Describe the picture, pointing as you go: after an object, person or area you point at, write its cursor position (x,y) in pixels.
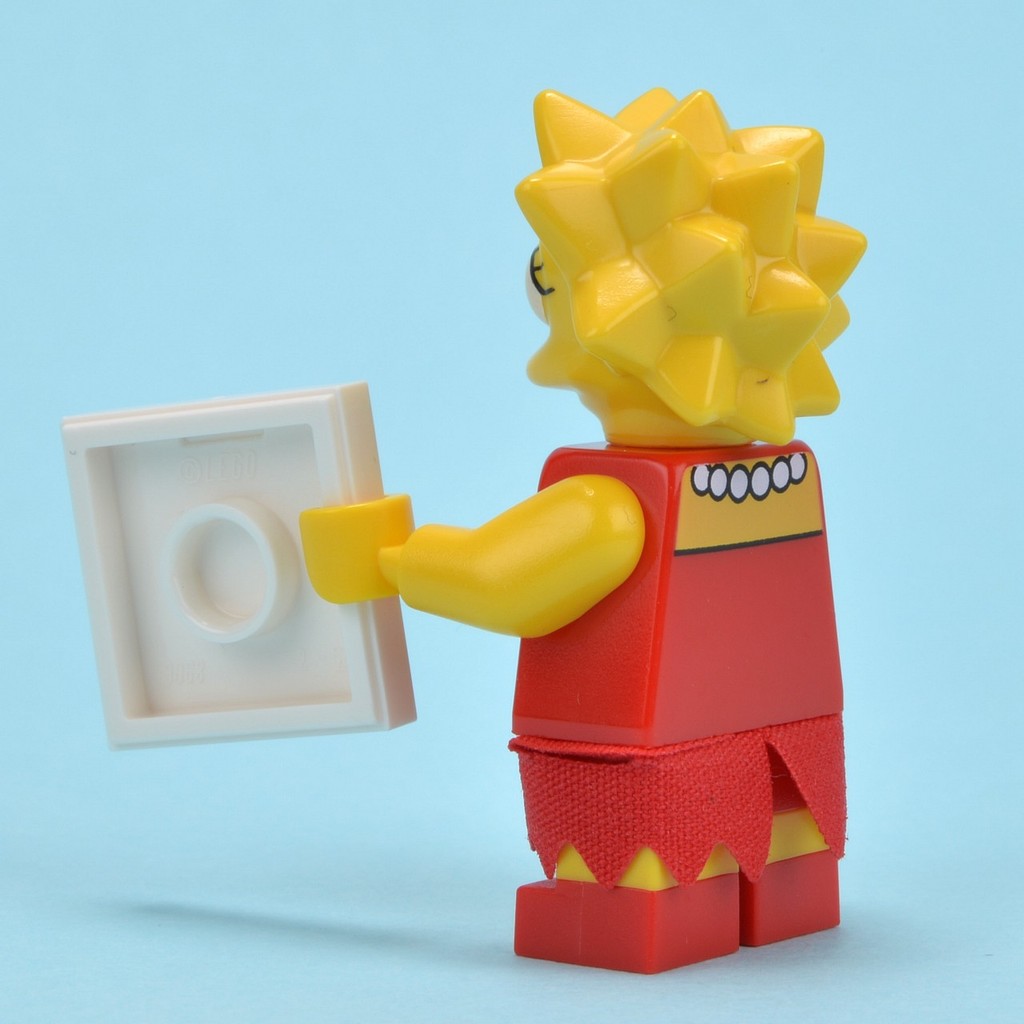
In this image we can see a toy (617,329) holding a block (242,520) in its hand (310,525).
